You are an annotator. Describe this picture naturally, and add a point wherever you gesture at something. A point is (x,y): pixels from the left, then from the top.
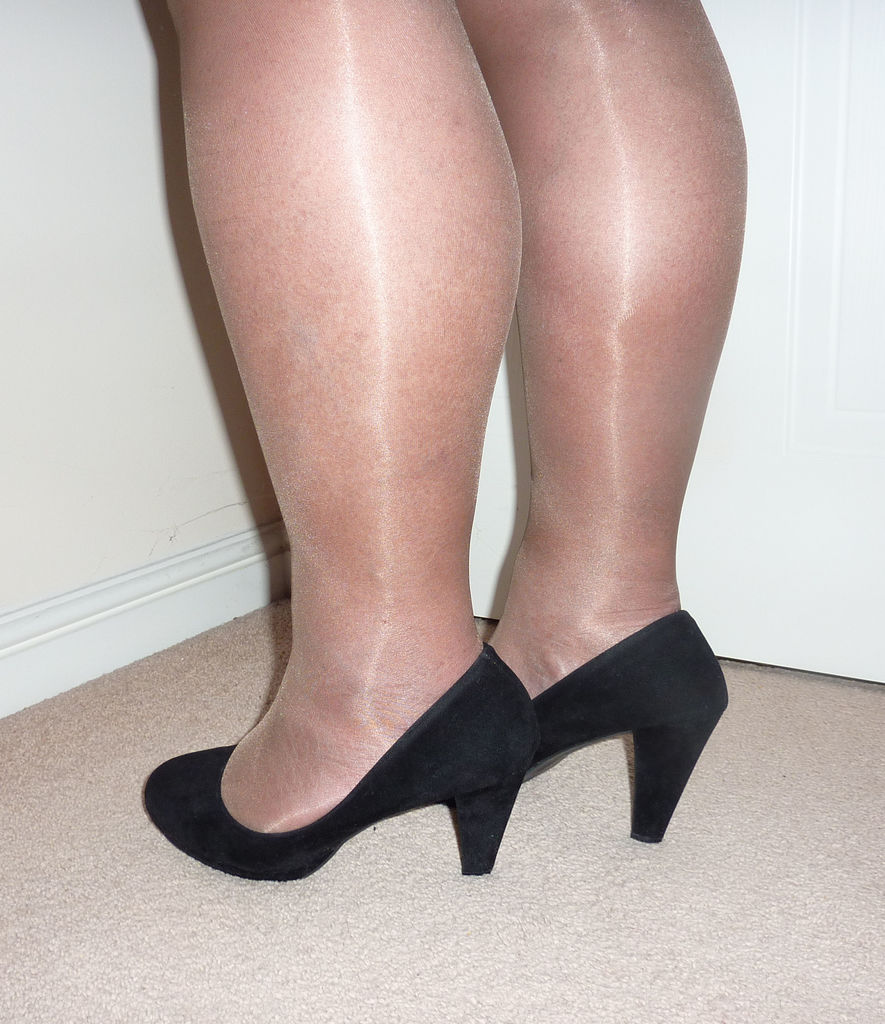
In this image I can see the person's legs (461,584). The person (461,584) is wearing the black color shoes (531,756). To the side I can see the white color wall (67,360).
